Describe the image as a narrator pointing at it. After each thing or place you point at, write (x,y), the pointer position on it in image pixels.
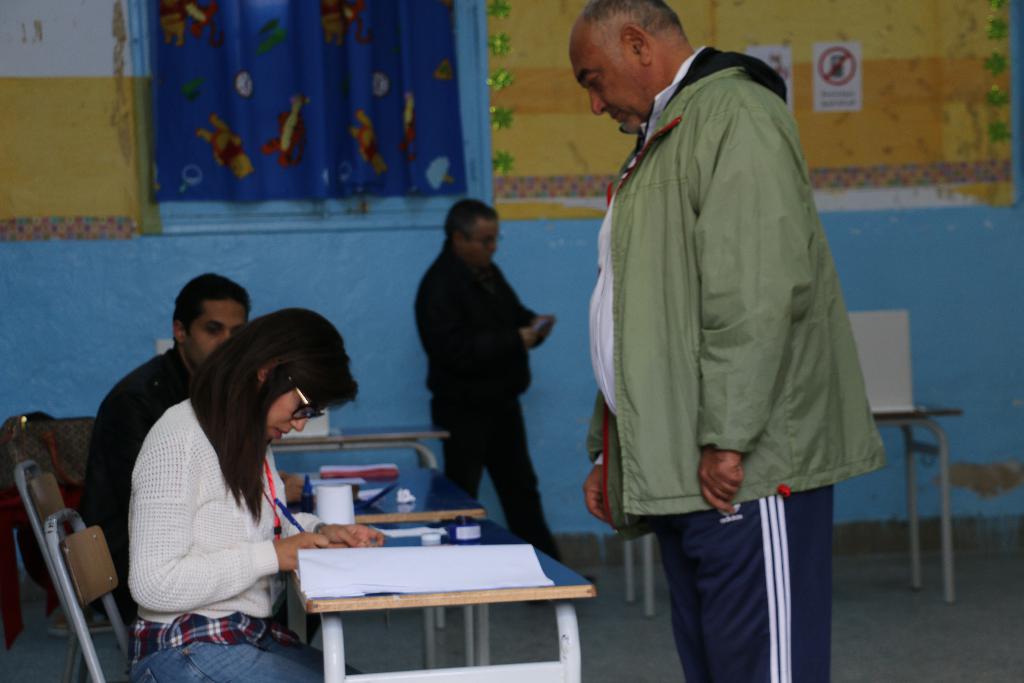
Here we can see a man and a woman (258,476) sitting on chairs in front of a table (426,504) and on the table (458,604) we can see a book (441,556). We can see this woman (231,426) is holding a pen (295,522) in her hand (318,540) and writing. This is a floor (846,638). We can see one man (637,411) standing in front of a table (438,589). We can see other man (460,221) standing near to the wall (557,102). This is a curtain (421,93). We can see poster (852,76) over a wall (889,76).
